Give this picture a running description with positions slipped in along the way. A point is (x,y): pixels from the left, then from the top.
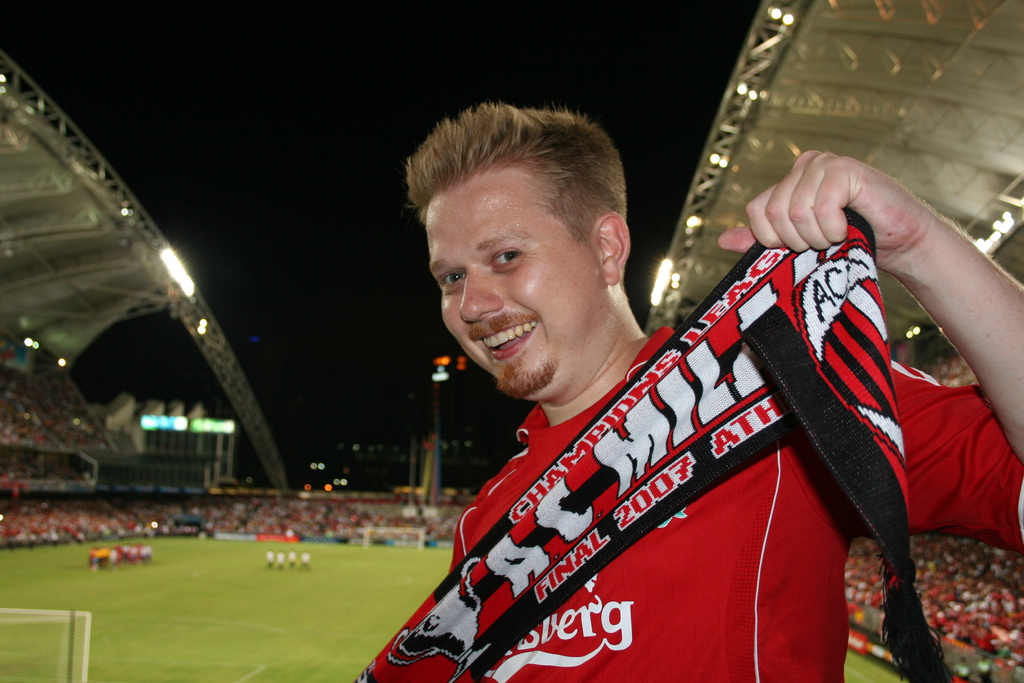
In this image in the foreground (439,193) there is a person (519,397) holding a cloth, behind the man (759,226) there is a stadium (126,404), on which there is crowd (56,537), on the ground (237,548) in the middle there are few people (146,553), pole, at the top (143,81) there may be the sky (412,42), there are some lights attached to the roof (716,146).
